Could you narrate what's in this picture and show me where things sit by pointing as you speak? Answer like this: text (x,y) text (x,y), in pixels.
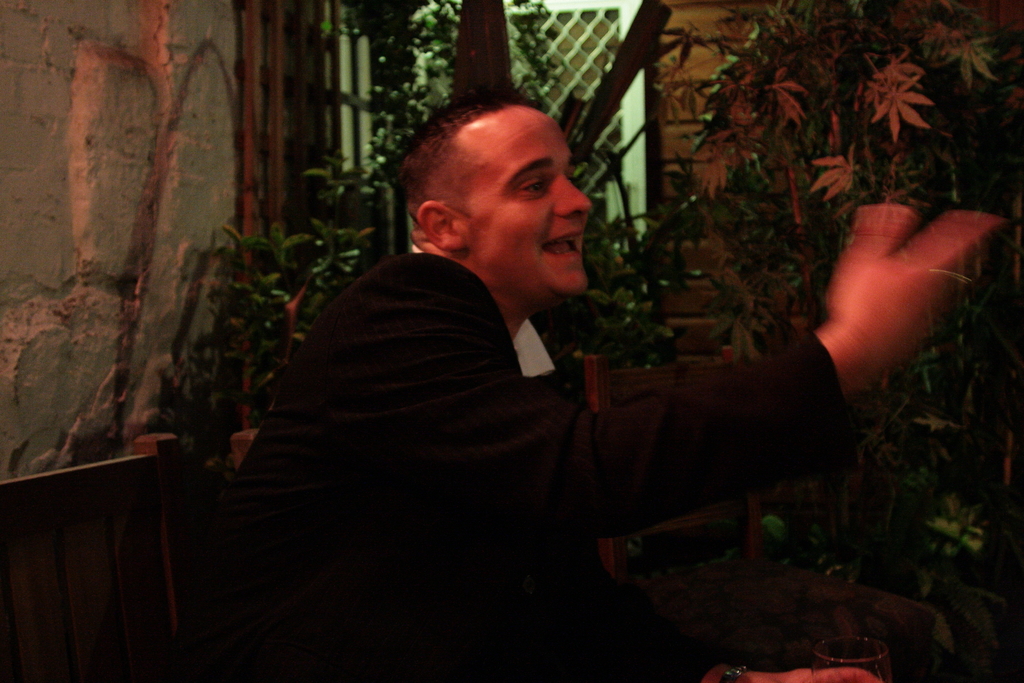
In the picture we can see a man (366,389) sitting on the chair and he is in a blazer (245,680) and smiling and beside him we can see some chairs (19,635) and in the background (953,607) we can see some plants (651,225) near the wall (18,53).
